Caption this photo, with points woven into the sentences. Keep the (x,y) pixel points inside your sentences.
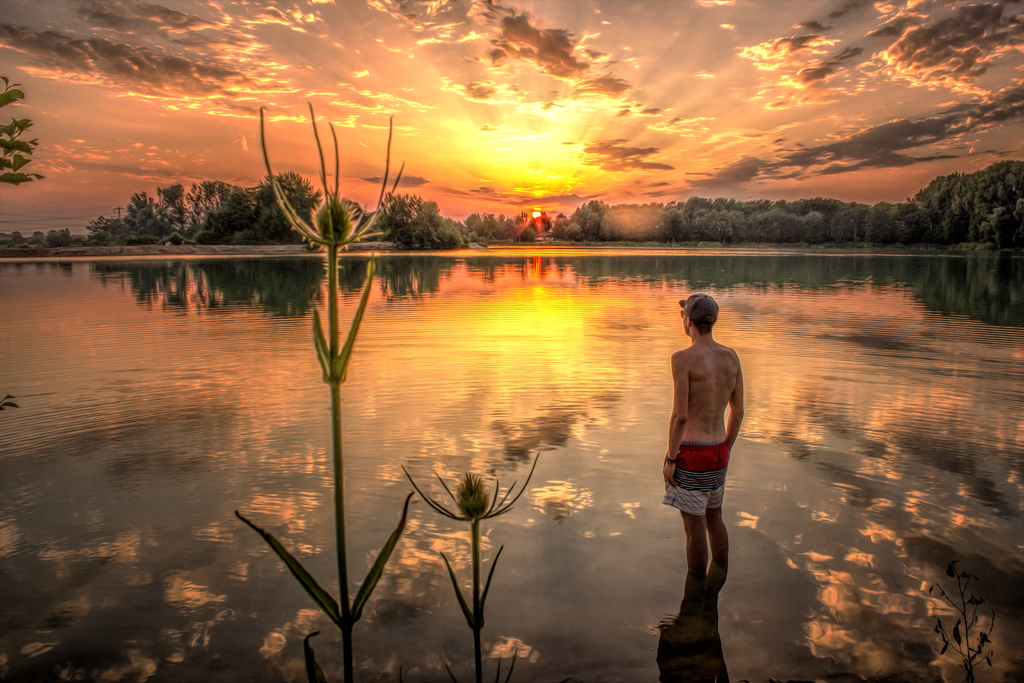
In this picture I can see a man (697,335) standing in the water (966,302), there are trees (729,234), and in the background (276,109) there is the sky (534,52).
